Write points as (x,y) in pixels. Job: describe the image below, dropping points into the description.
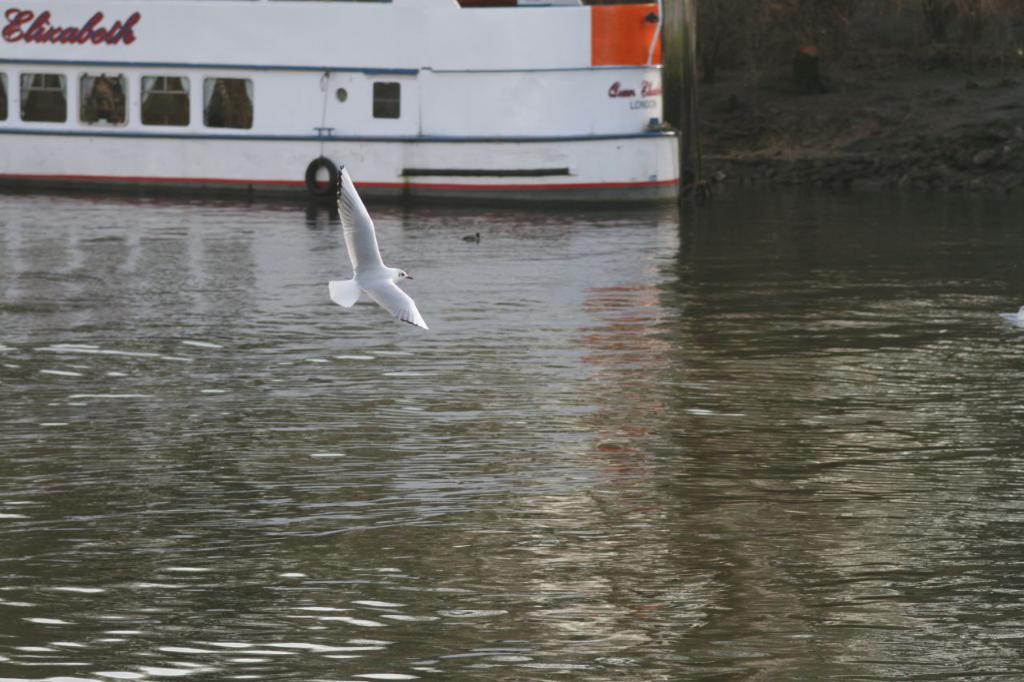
In the image there is a bird (372,259) flying above the water (775,382) and in the back (278,19) there is a ship (381,77).
